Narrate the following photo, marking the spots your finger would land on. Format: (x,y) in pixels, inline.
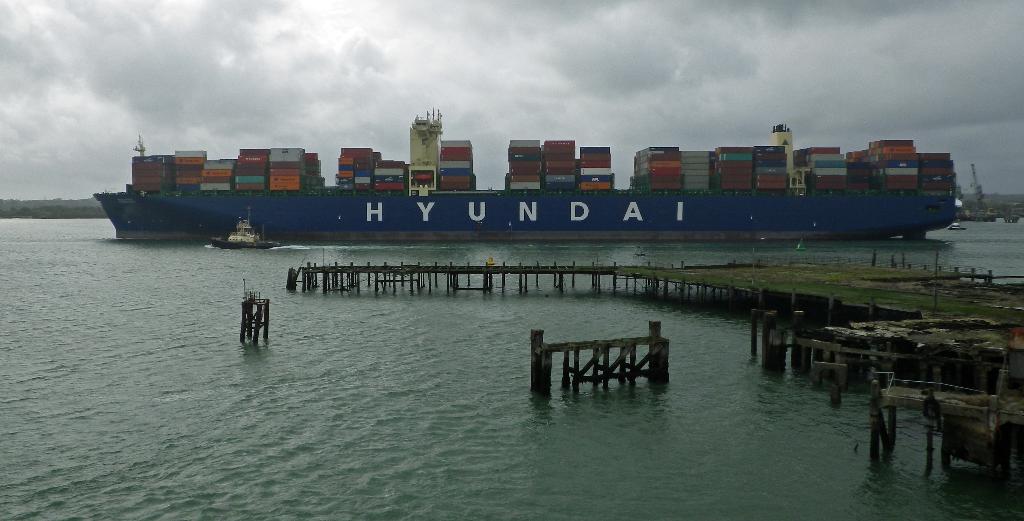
In this picture we can see fences (352,278), platform (775,276), boat (252,241), ship (134,213) on water (150,344) and in the background (965,210) we can see some objects (987,198), sky (357,64) with clouds (521,43).
